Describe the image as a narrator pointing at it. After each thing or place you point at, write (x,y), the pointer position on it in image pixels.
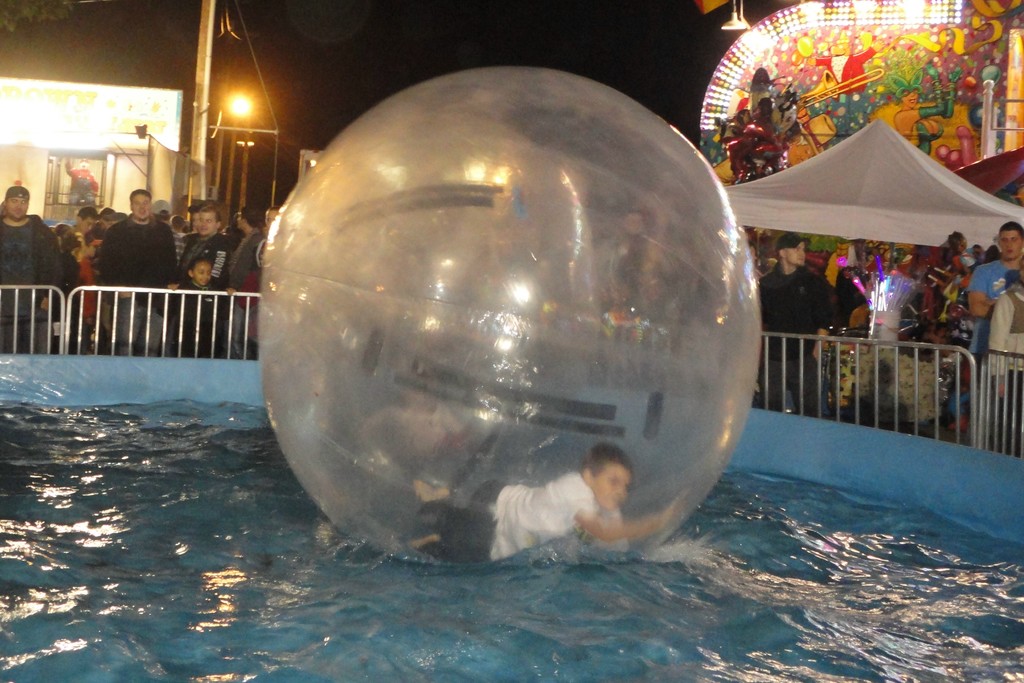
This image is clicked outside. There are so many people (23,259) standing in the middle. There is light (238,93) at the top (238,118). There is water (556,593) at the bottom (528,575). In the water (581,587) there is a ball (504,249). In that ball (455,429) there is a boy (623,524).
